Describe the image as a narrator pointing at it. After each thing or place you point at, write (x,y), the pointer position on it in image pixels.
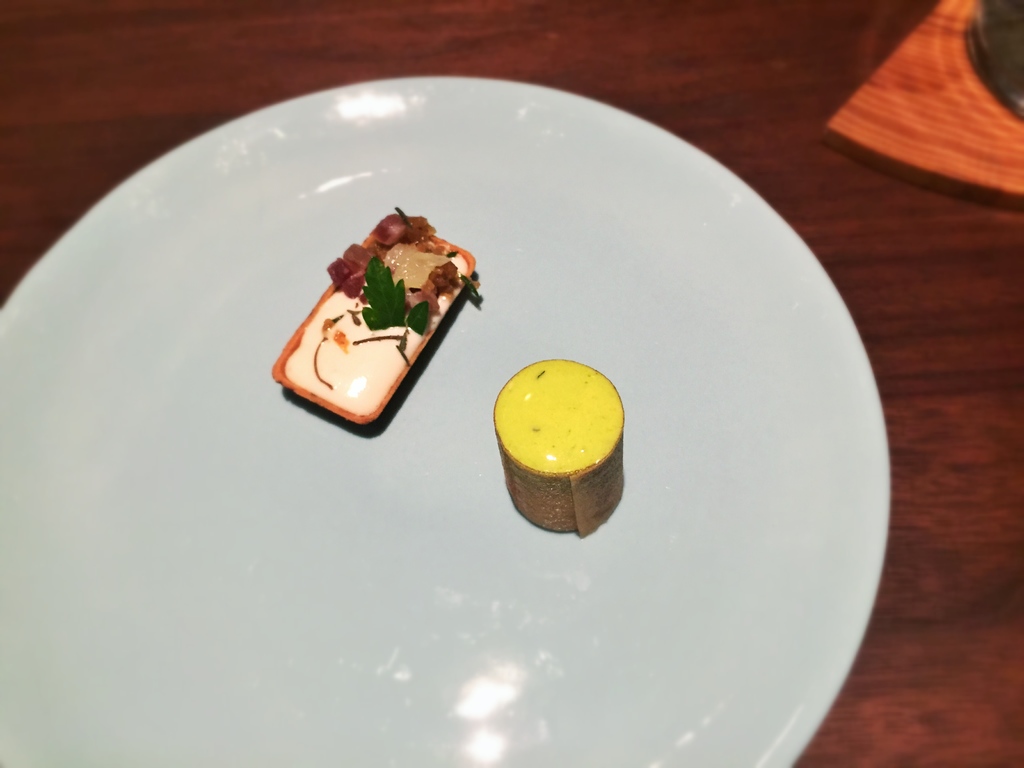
In this image there are food items (383,324) placed on a plate (354,516) which is on the table (894,309).
